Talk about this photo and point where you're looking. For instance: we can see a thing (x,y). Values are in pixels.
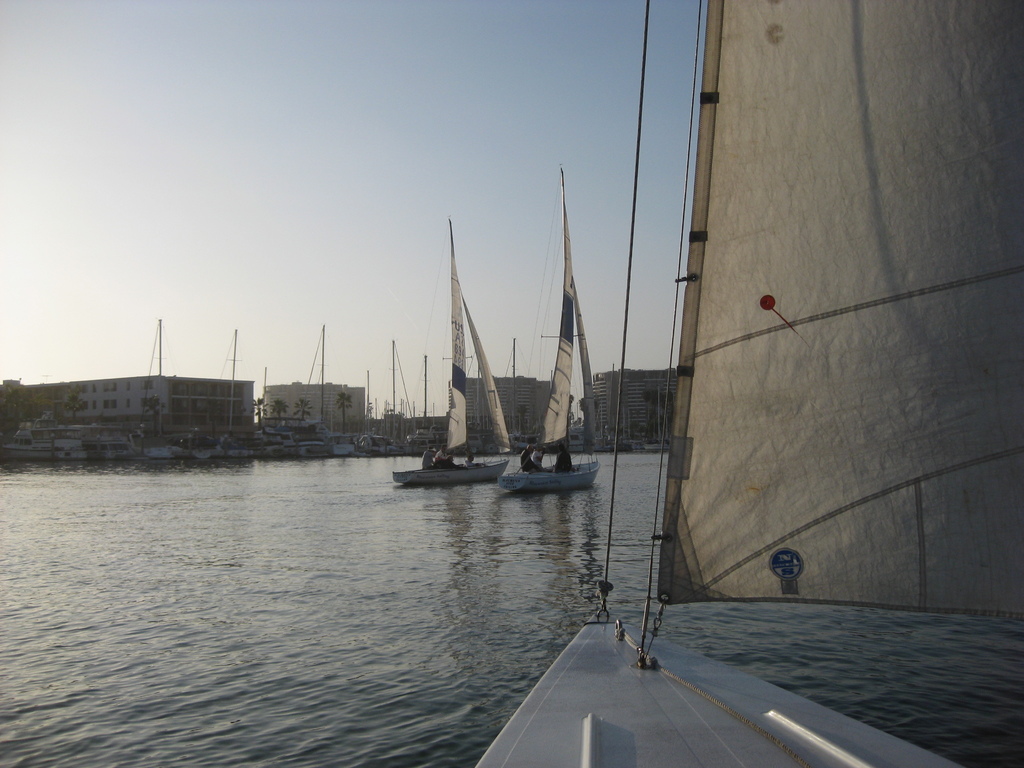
In this image we can see some boats (603,732) on the water (548,669) and there are few people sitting in the sailboats (528,481). We can see some buildings (637,378) and trees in the background (181,424) and at the top (262,122) we can see the sky (364,65).
